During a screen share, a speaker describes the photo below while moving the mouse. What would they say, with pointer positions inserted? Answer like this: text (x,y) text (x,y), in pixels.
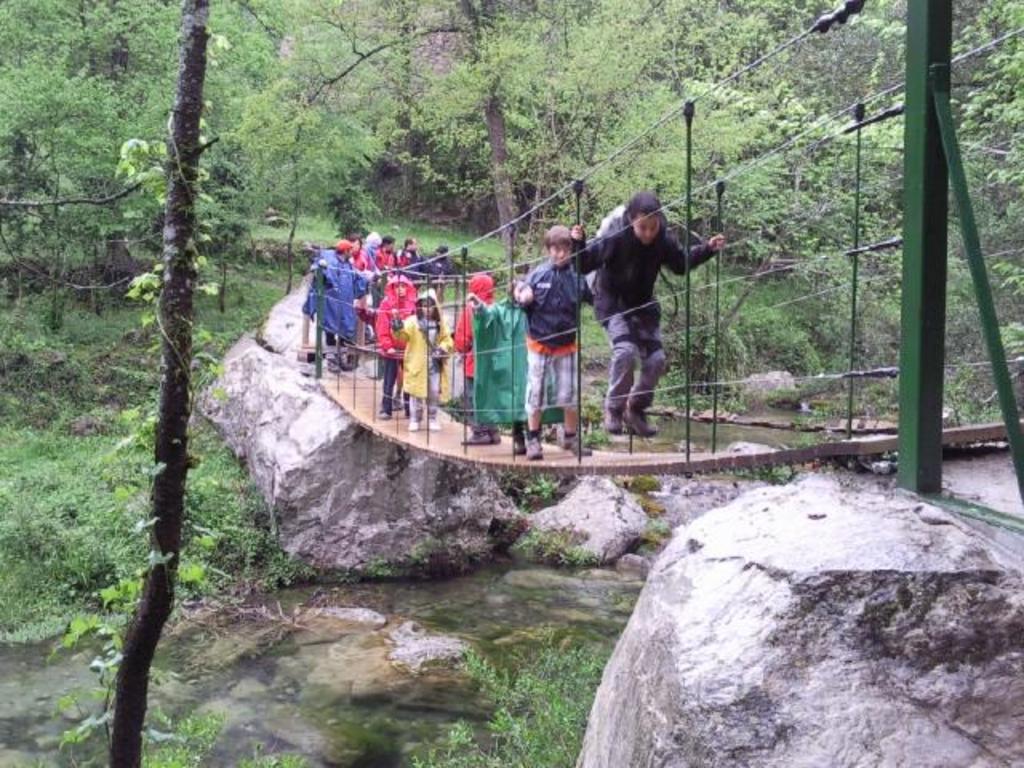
In this picture I can observe bridge (421,438) in the middle of the picture (362,377). There are some people (358,309) on the bridge (460,432). In the bottom of the picture (510,634) I can observe water (517,647). In the background (345,150) there are trees (352,138).
